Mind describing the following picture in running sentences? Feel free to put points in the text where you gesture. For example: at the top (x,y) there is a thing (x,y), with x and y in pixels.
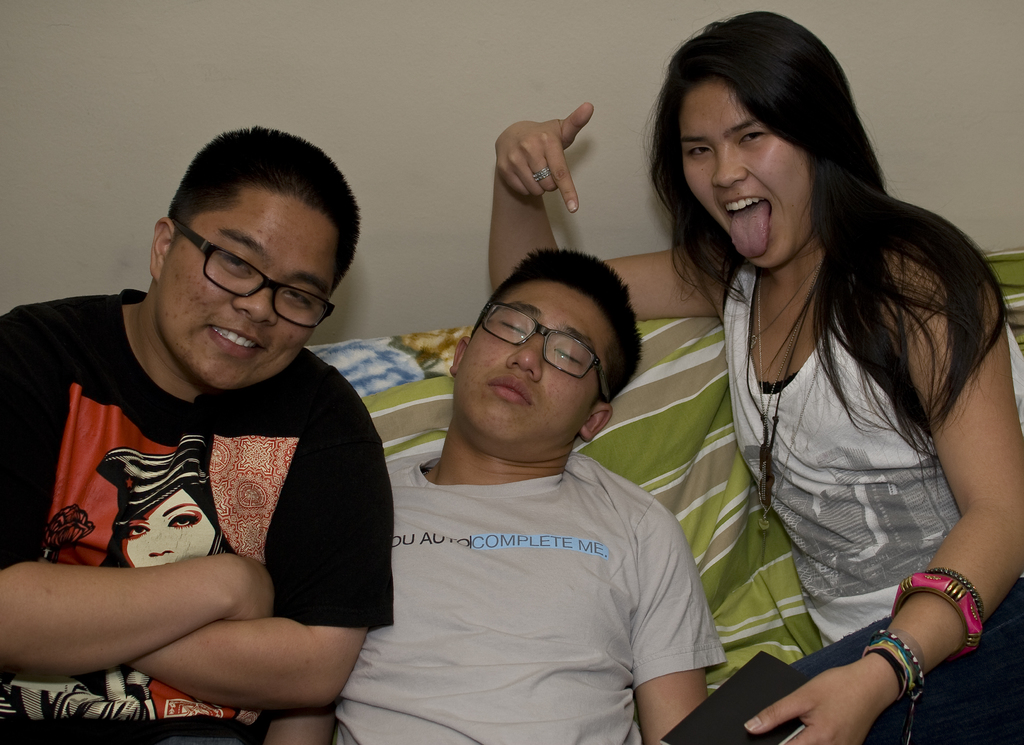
This picture is taken inside the room (570,528). In this image, on the right side (868,579), we can see a woman (881,700) holding a black color book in her hand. On the left side (257,493), we can see a man (240,493) sitting. In the middle of the image (444,492), we can see a man (648,535) sleeping on the bed (724,475). In the background (662,227), we can see a wall (431,22).
